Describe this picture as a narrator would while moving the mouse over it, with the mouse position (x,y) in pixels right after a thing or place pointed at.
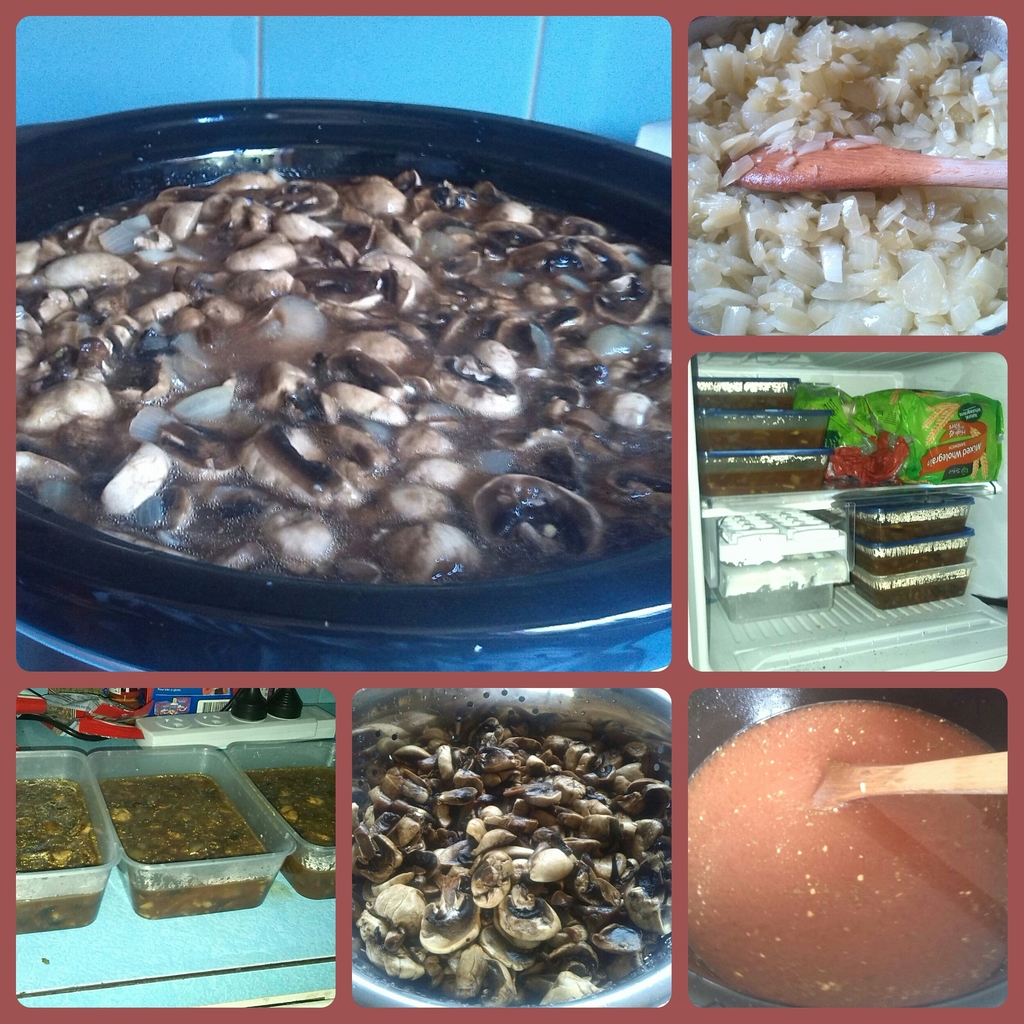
It is a photo collage, these are the food items (146,436) in different bowls (639,614).
